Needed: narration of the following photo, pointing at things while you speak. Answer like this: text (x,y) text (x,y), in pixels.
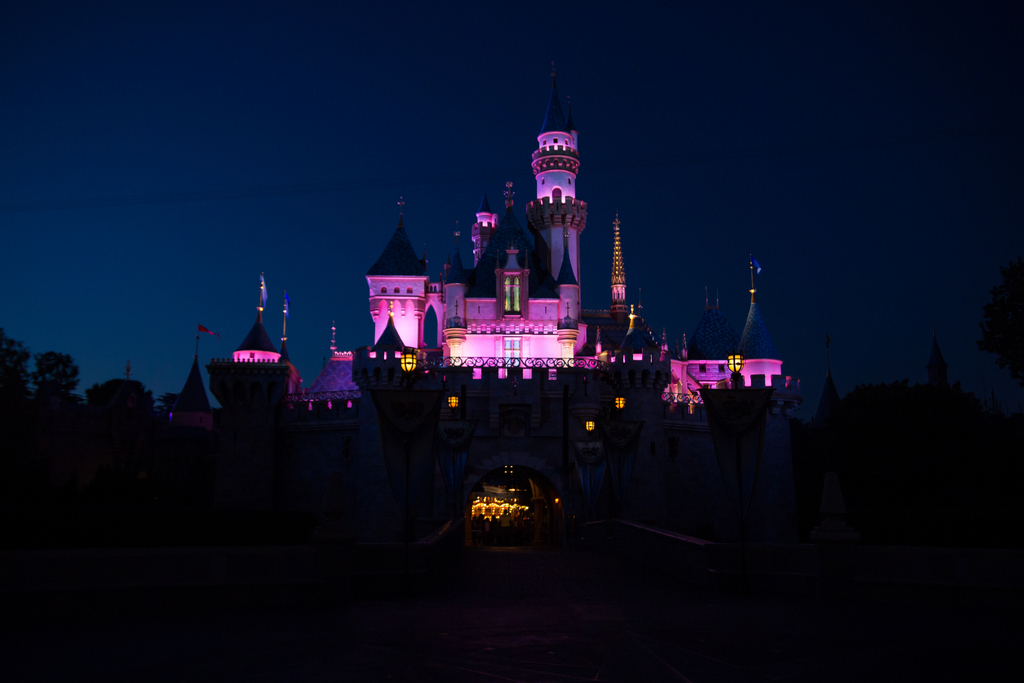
In the middle of the picture (437,340), we see the building (556,363) and lights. On the left side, we see the trees (23,393). On top of the building (386,301), we see the flags (208,332) in blue and red color. On the right side (939,489), we see the trees (890,394). At the top (248,149), we see the sky (518,149). At the bottom (669,610), it is black in color. This picture is clicked in the dark.
